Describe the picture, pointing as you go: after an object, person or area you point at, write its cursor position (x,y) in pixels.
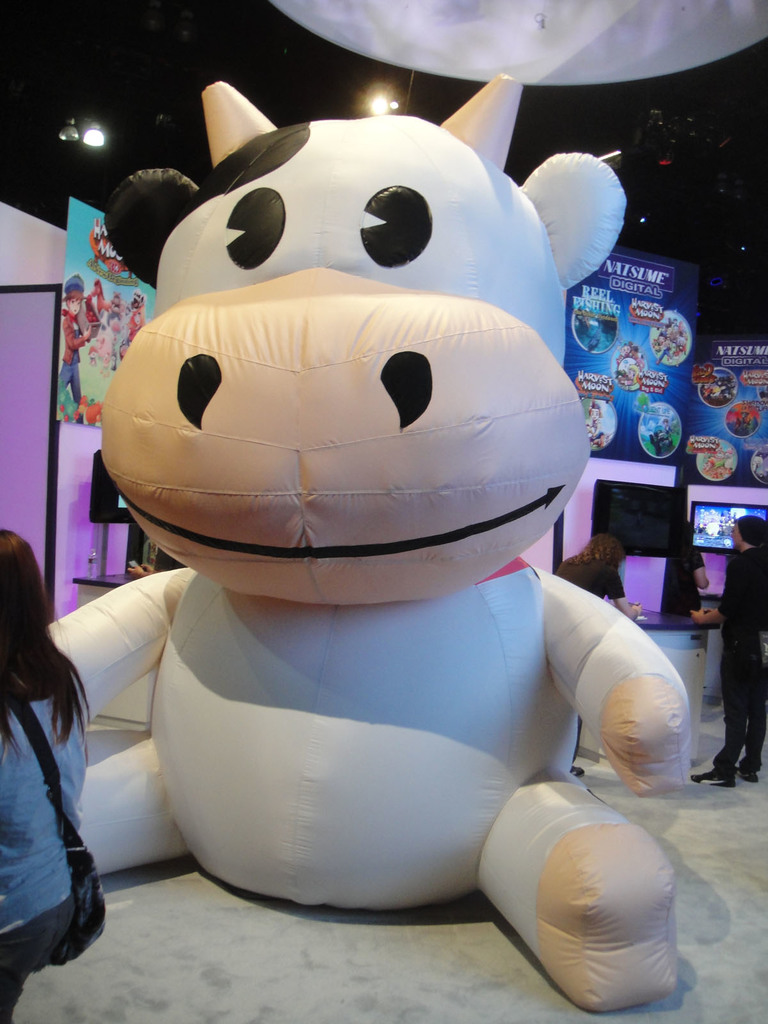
In the center of the picture (358,395) there is a mascot (336,415) or a plush toy (122,660). On the left (39,722) there is a woman (42,702). On the right (655,553) there are people (616,561), televisions (659,507) and banners (678,411). At the top (508,53) there are lights (667,156) and an object (498,47).
